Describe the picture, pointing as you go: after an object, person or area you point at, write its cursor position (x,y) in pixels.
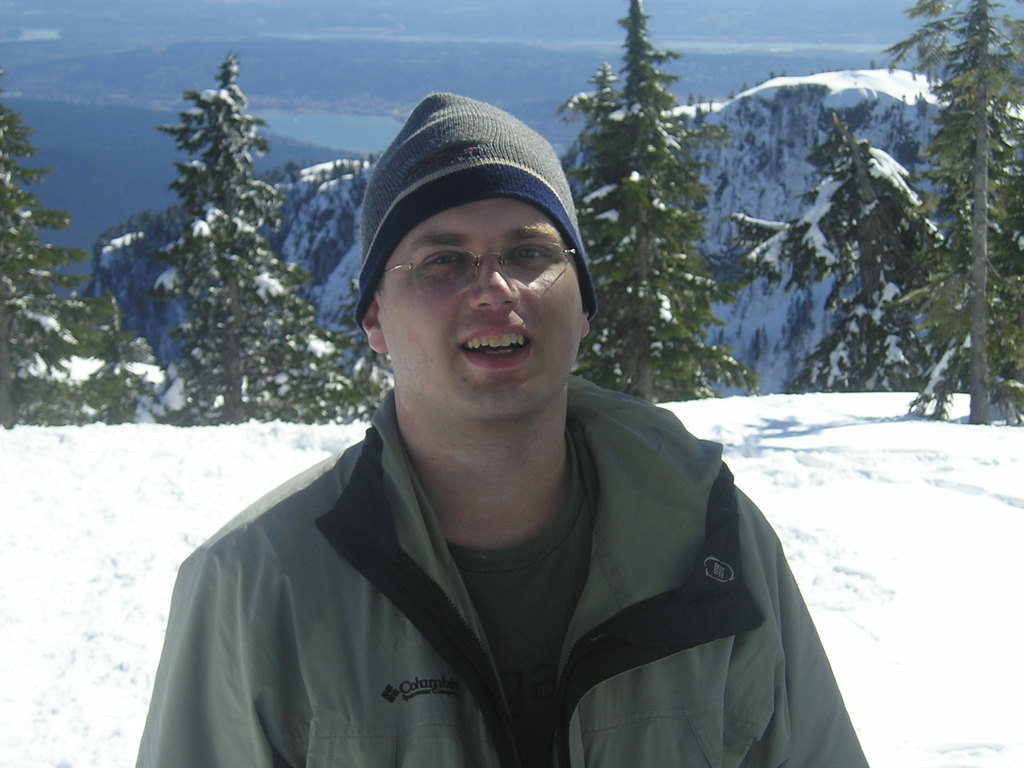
In this image we can see a man (629,710) in the center (361,288). He is wearing a jacket (295,590) and here we can see a monkey cap (451,136) on his head (530,299). Here we can see the spectacles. Here we can see the snow (886,449). In the background (792,208), we can see the mountains (840,72) and trees (245,122). This is water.
